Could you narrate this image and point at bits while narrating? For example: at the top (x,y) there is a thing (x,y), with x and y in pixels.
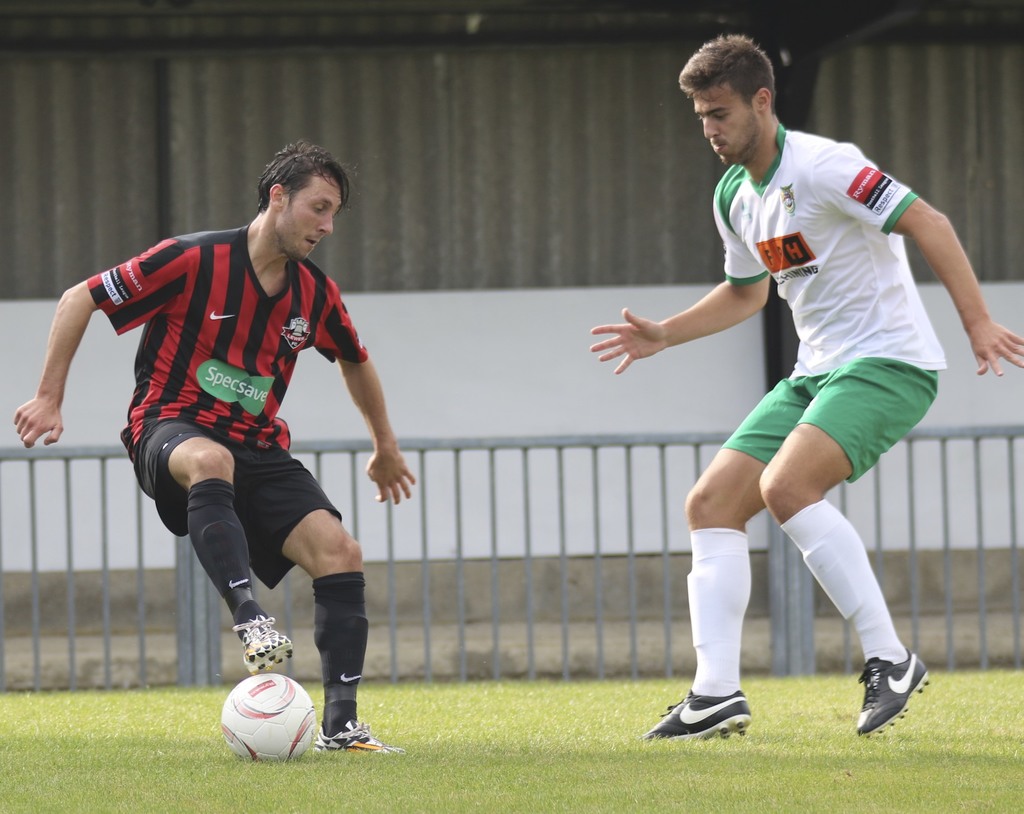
There are two football players (135,374) who are playing a football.
